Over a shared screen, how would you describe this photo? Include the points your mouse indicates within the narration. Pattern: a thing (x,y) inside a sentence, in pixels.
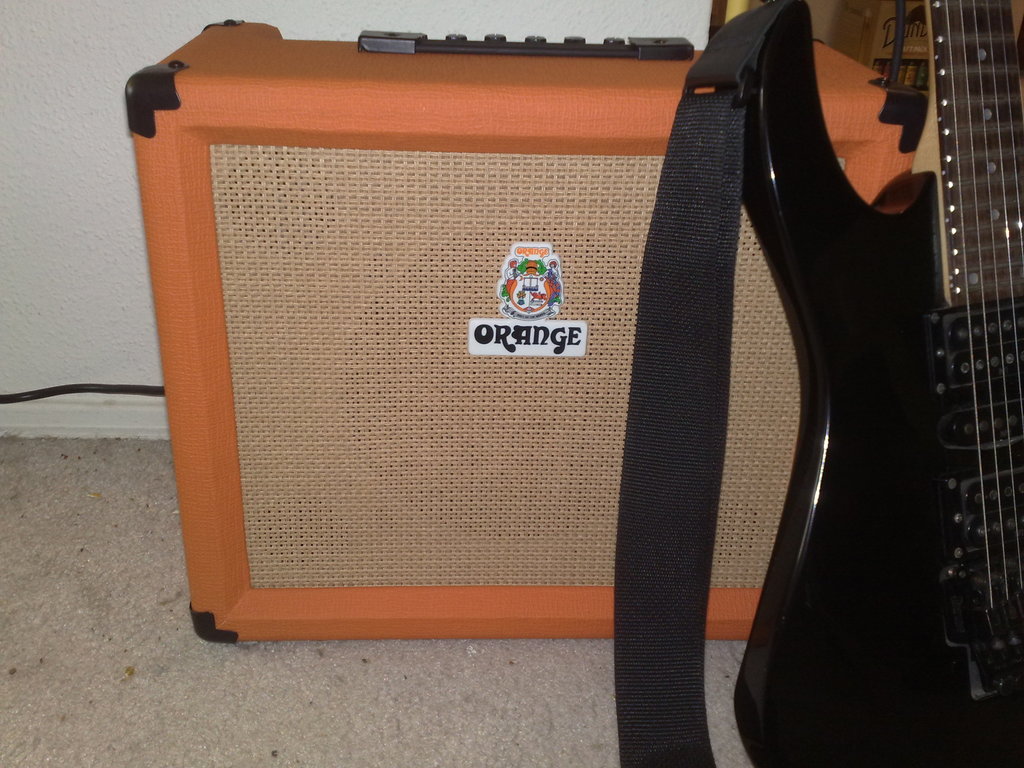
In the picture there is a wall (67,153) and floor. The floor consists of one box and it is in orange colour and guitar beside to it with a belt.
